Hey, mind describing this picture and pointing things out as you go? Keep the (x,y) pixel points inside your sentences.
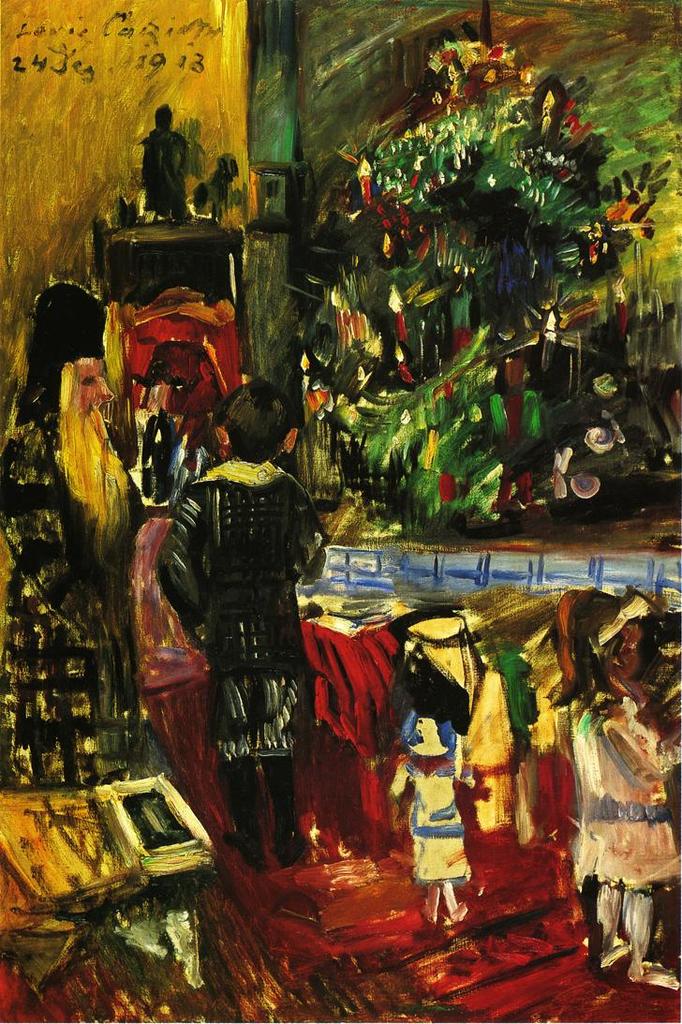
In this picture we can see a painting (250,1006), here we can see people (8,725) on the ground (87,954) and we can see a wall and some objects (431,369).
